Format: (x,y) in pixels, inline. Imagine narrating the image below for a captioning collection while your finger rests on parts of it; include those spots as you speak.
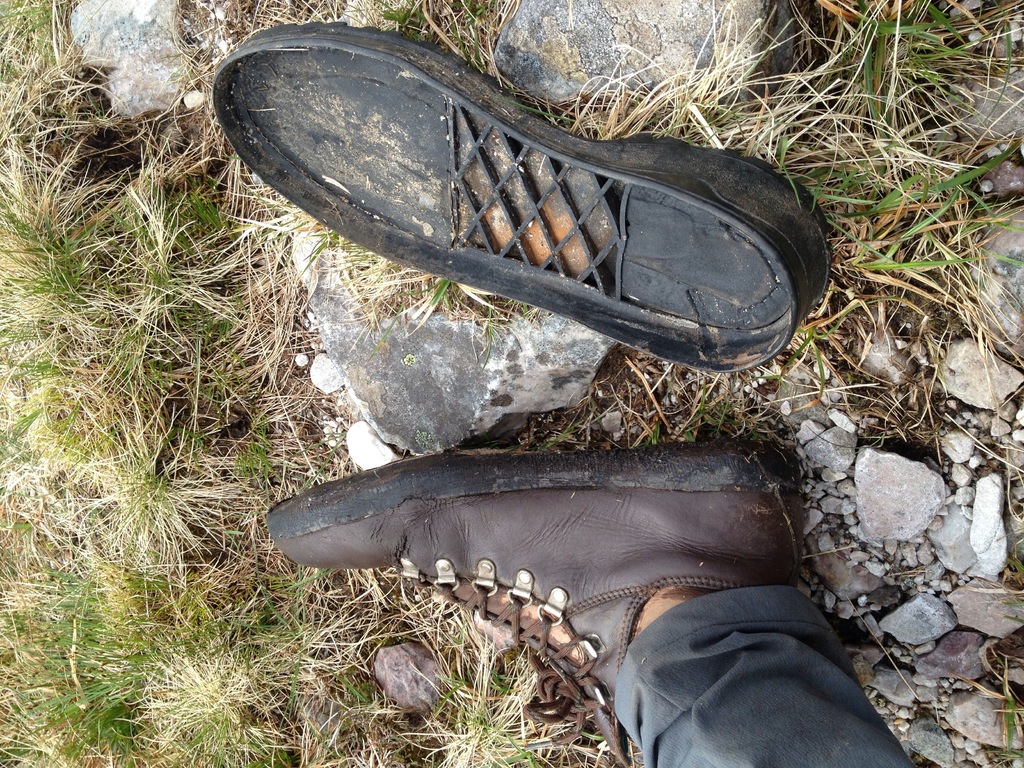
In the foreground of this image (653,654), at the bottom (649,630), there is a leg (642,658) on the grass (260,674). We can also see stones (874,506) in the image. At the top (462,146), there is the sole (600,164) of a shoe (321,128).
